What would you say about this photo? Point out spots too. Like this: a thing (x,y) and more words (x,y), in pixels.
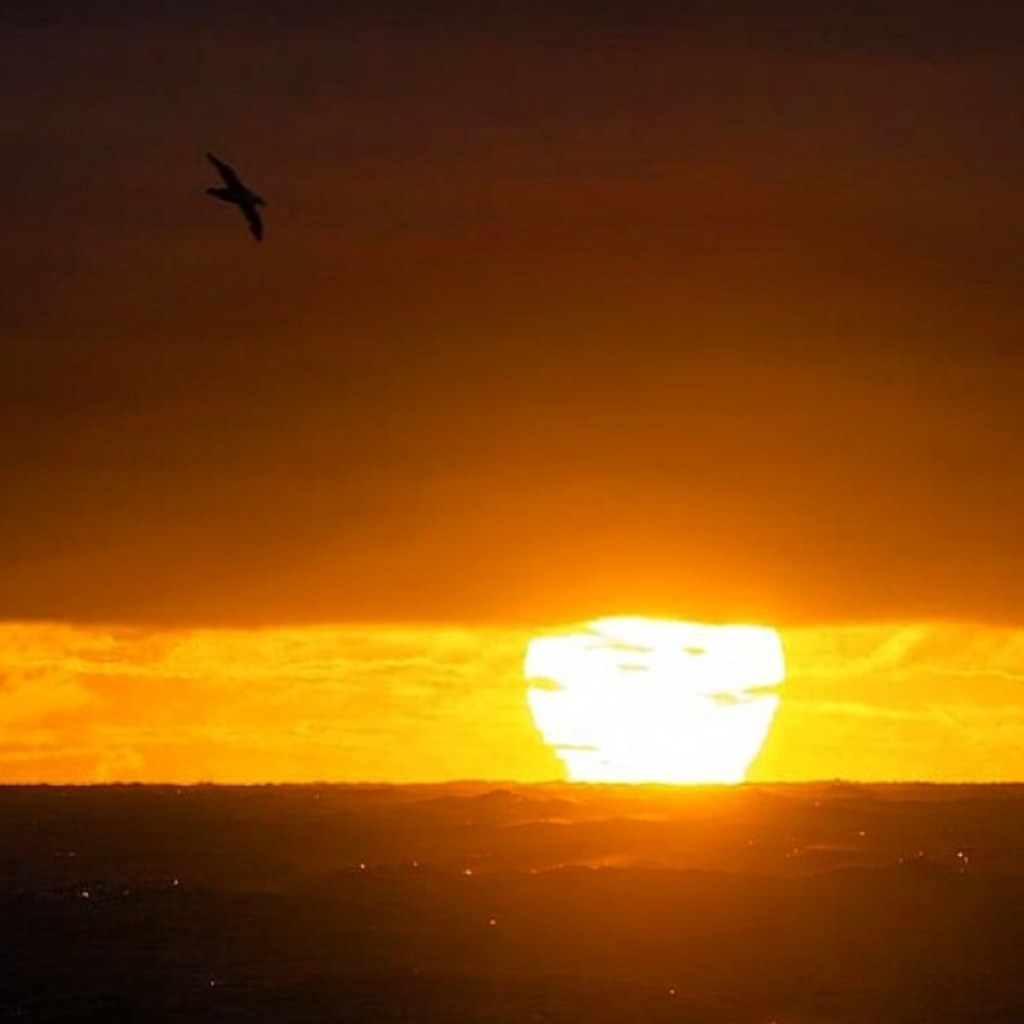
In this image there is a bird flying in the sky (675,419), and in the background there is sun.
